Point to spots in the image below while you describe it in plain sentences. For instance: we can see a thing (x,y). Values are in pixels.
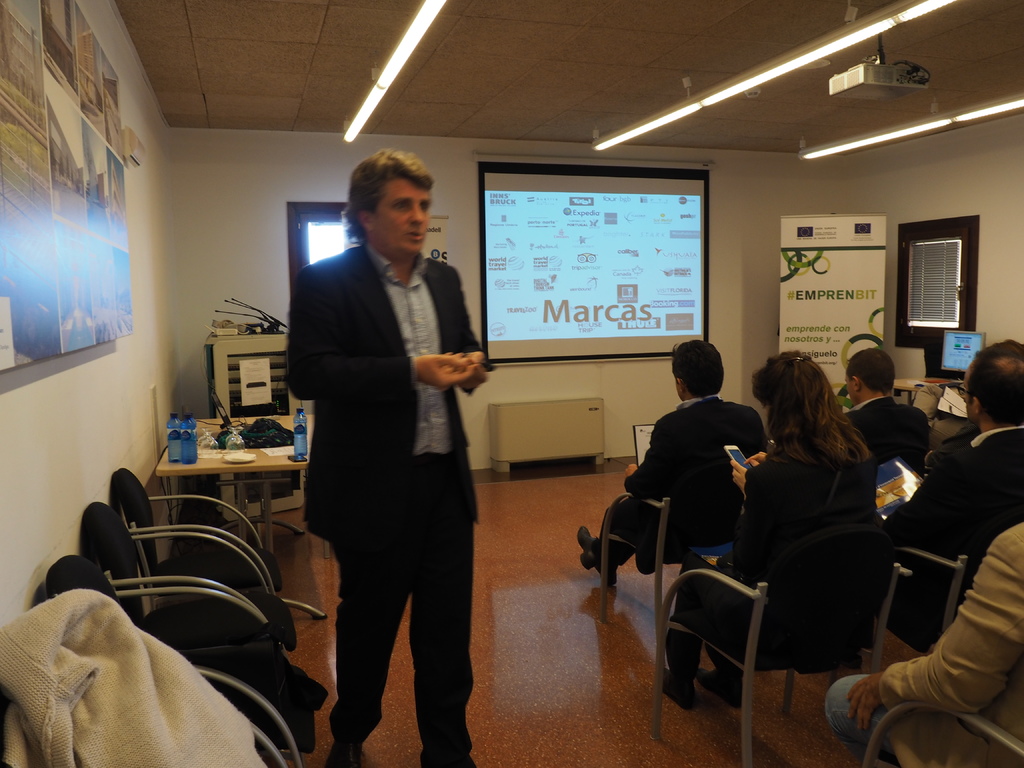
A man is standing and speaking right side (1013,616) there are people (963,492) sitting on the chairs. There is a light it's a projected image (652,227).
